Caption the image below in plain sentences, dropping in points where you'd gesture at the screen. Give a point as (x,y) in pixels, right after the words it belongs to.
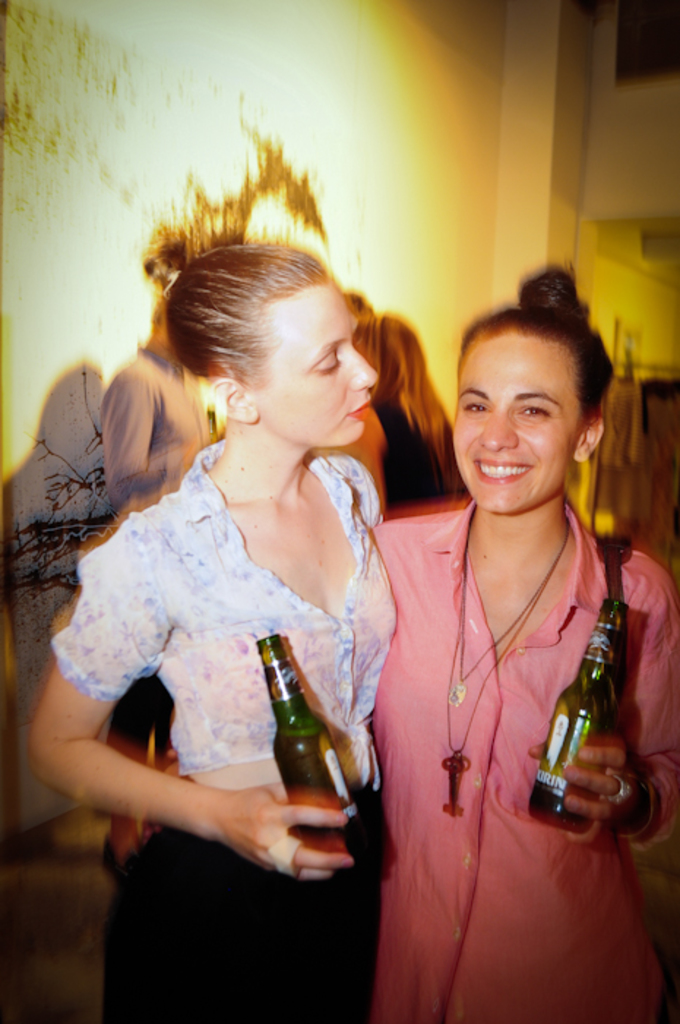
In this picture there are two women (475,723) standing and holding two beer bottles (562,728) in their hands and in background (408,388) people (364,295) are standing.
